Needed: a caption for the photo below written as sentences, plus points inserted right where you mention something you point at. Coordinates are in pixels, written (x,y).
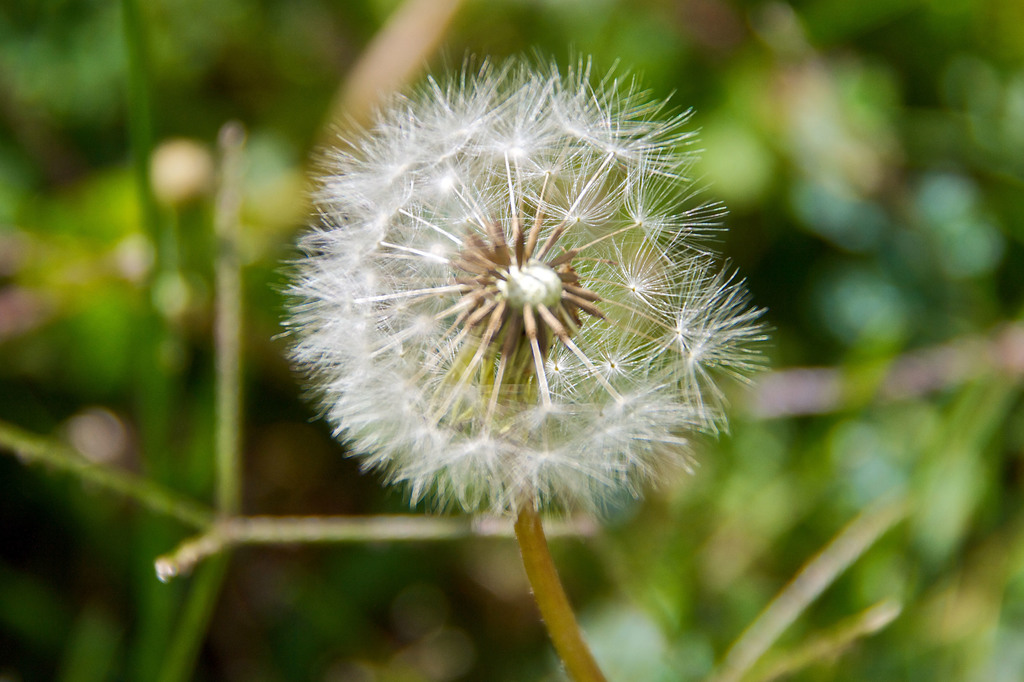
In this picture I can see there is a dandelion (557,377) attached to the stem (541,563) and in the backdrop (889,304), it looks like there are plants (200,491) and the backdrop (182,487) is blurred.
